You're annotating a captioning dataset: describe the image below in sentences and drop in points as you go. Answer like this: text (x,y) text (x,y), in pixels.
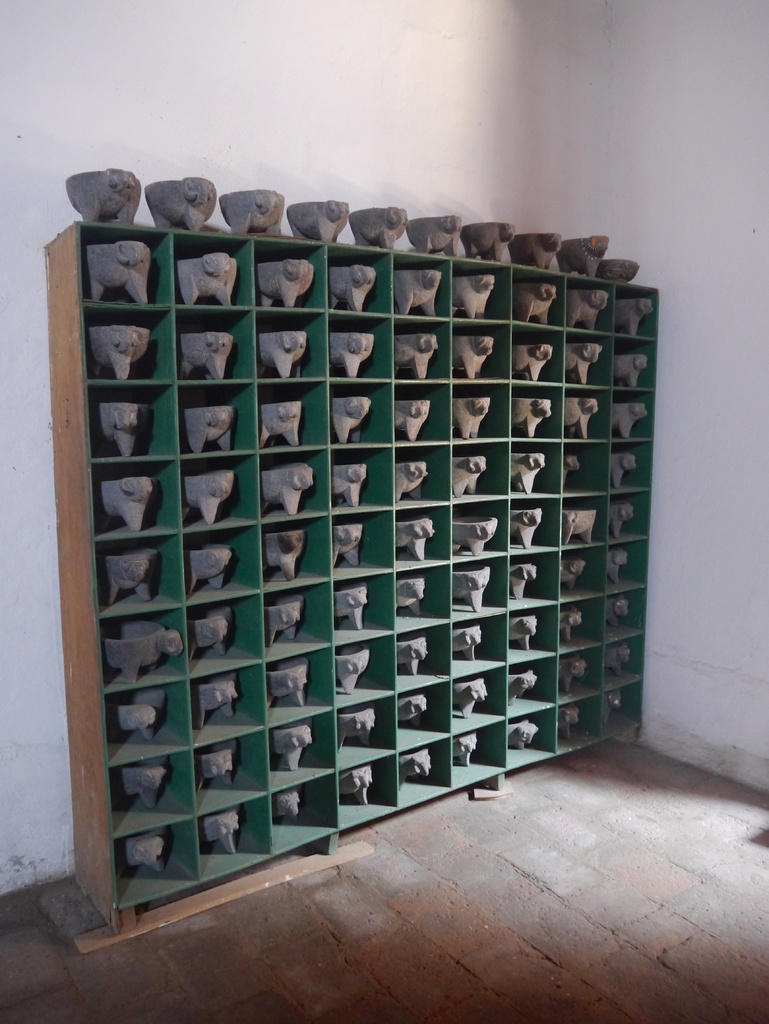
In this image we can see sculptures (293,486) placed in the rack (452,626). In the background (581,157) there is a wall (550,166).
